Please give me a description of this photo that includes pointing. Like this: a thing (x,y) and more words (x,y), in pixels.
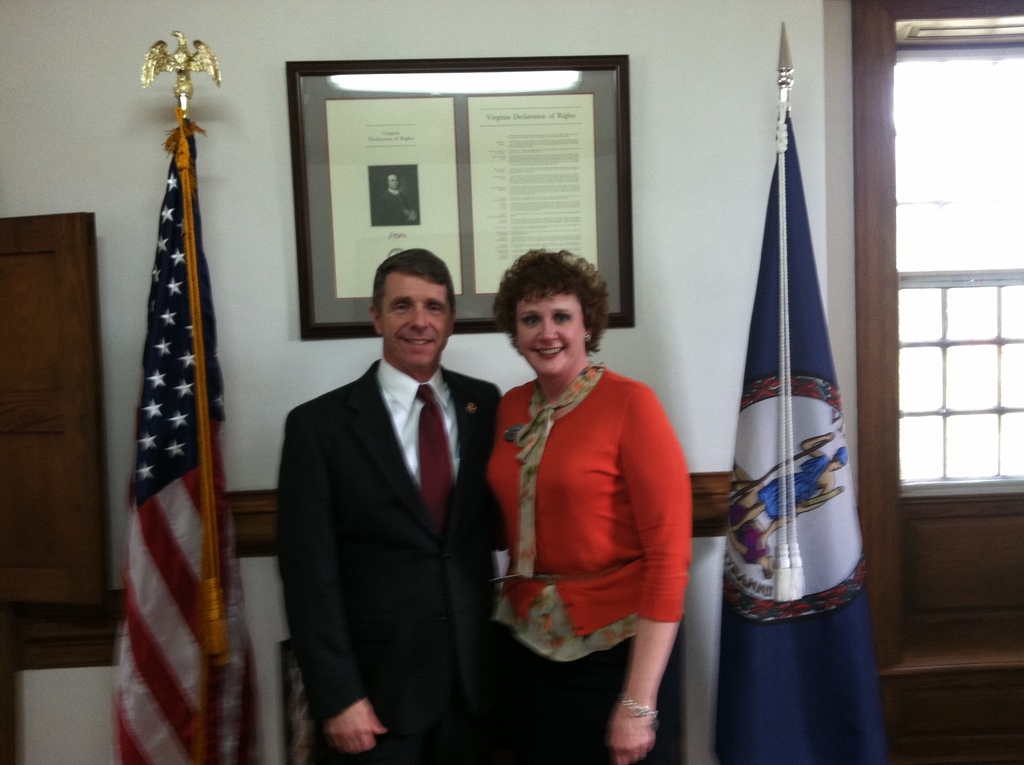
In this image I can see 2 people (566,496) standing in the center (554,490). The person (382,376) standing on the left (340,603) is wearing a suit (346,437). There are 2 flags (173,744) on their either sides. There is a photo frame (452,165) on the wall (355,41) and a window (941,413) on the right (973,421).
